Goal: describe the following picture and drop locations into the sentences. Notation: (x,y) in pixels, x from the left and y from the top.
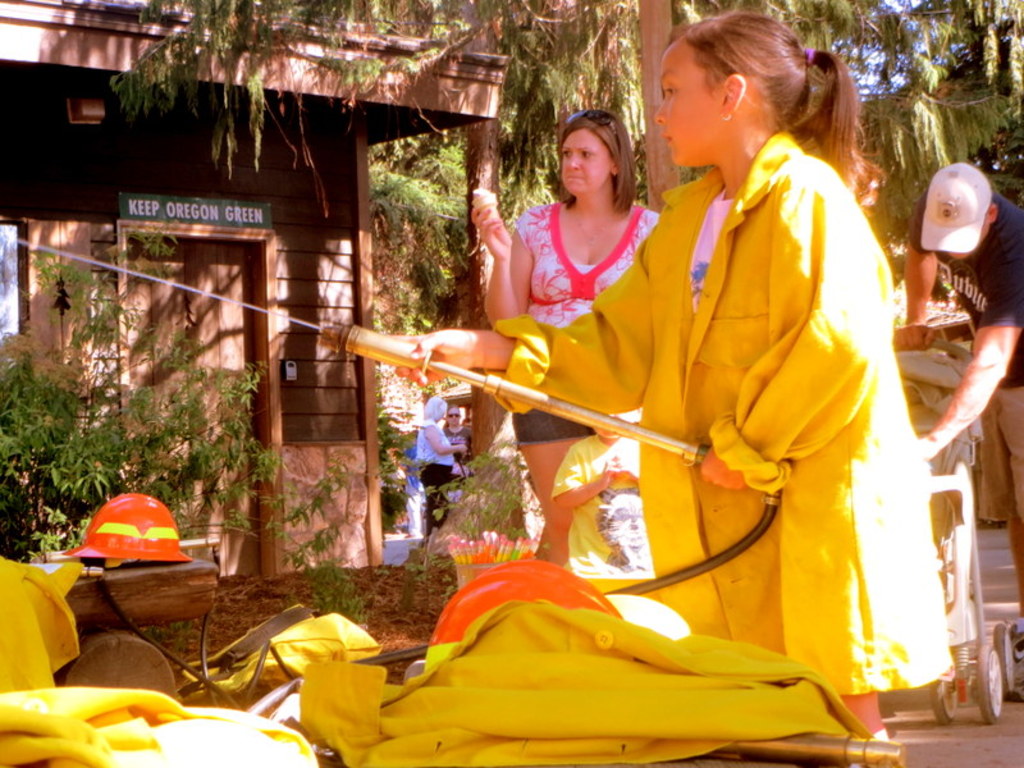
In the foreground of this image (797,277), there is a girl (798,316) wearing a coat (816,329) and holding a water spray pump (471,381). On the left (91,553), there is a helmet (151,536) on a wooden structure (145,586). Few clothes (252,736) and objects (743,753) at the bottom (802,729). On the right (998,300), there is a man (999,327) standing and a cart (939,516) on the ground (932,734). In the background (606,60), there are trees (621,52), wooden house (253,323) and also we can see few people (456,473) in the background (464,475).
